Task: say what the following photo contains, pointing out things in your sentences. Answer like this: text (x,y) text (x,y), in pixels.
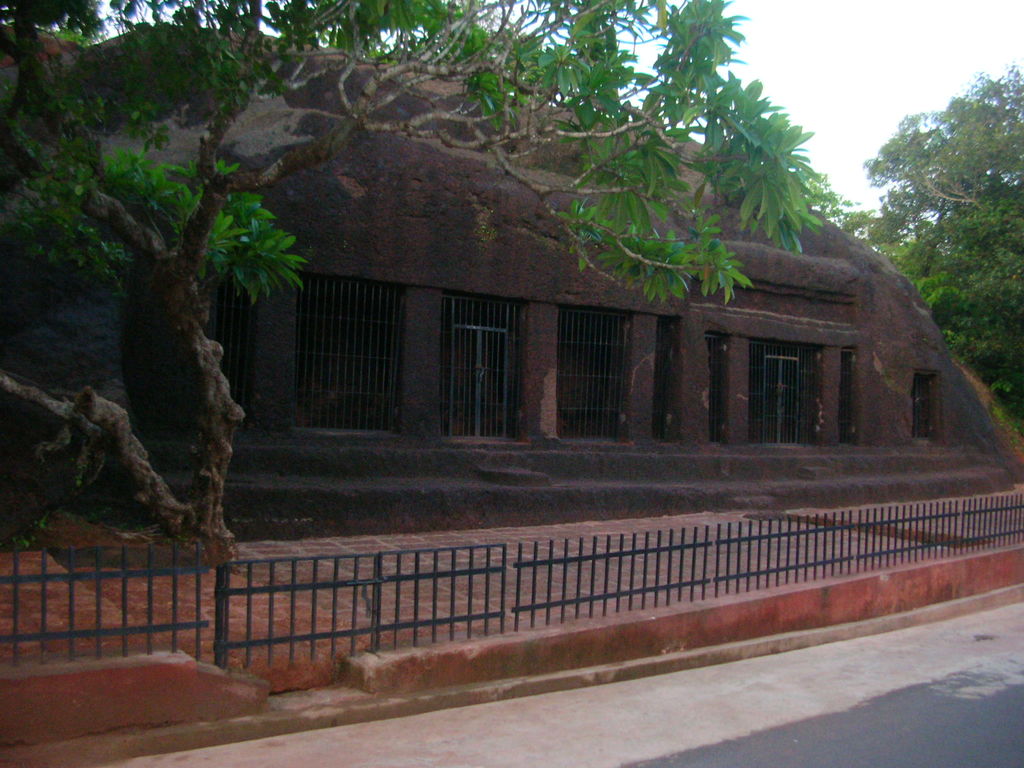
In this image in the front (466,595) there is a fence (562,558). In the background (453,394) there is a building (549,366) and there are trees (967,279) and there are gates (797,411) on the building (725,401).
